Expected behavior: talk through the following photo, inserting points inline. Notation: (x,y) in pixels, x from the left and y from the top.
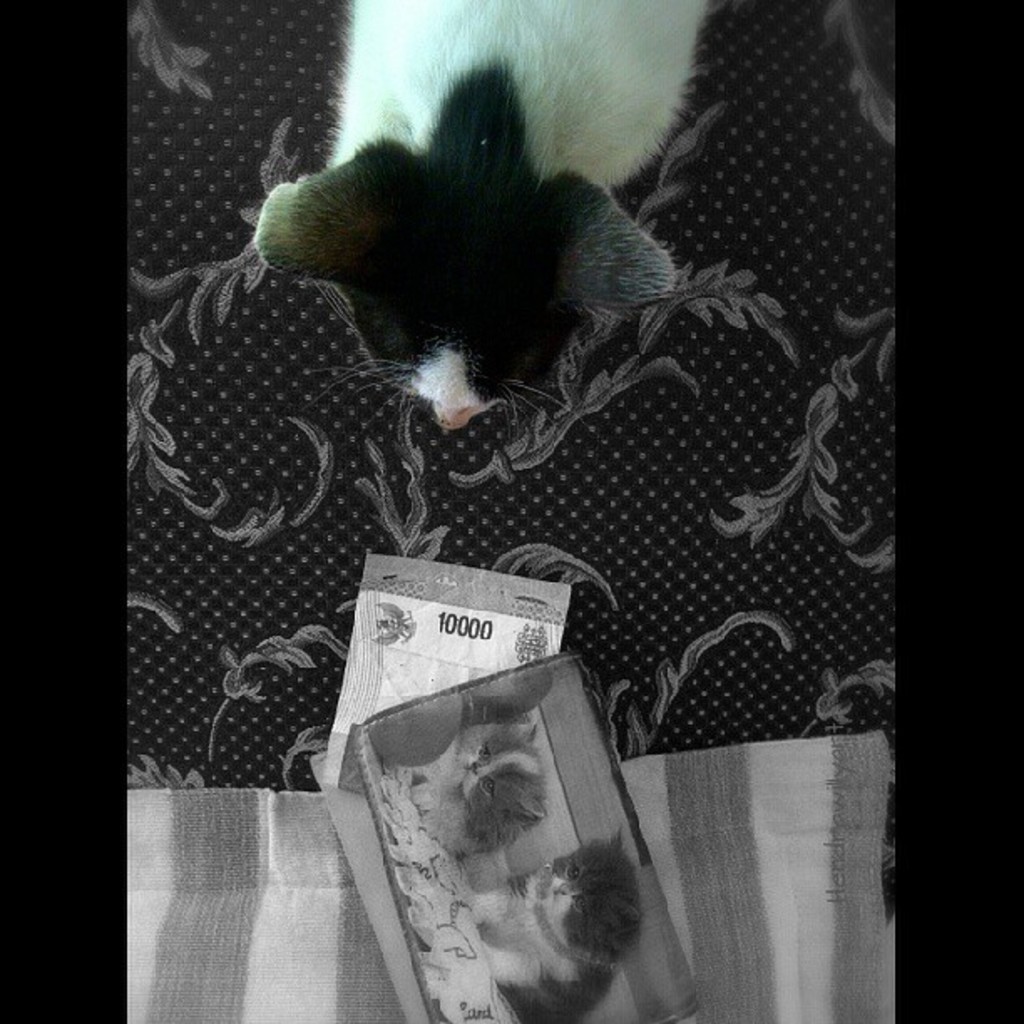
In the foreground of this picture (551,754) we can see the pictures (536,921) of two kittens (508,826) on an object (457,884) and we can see the cloth (838,878). At the top (615,44) we can see an animal (416,166) and some other objects (676,382).
